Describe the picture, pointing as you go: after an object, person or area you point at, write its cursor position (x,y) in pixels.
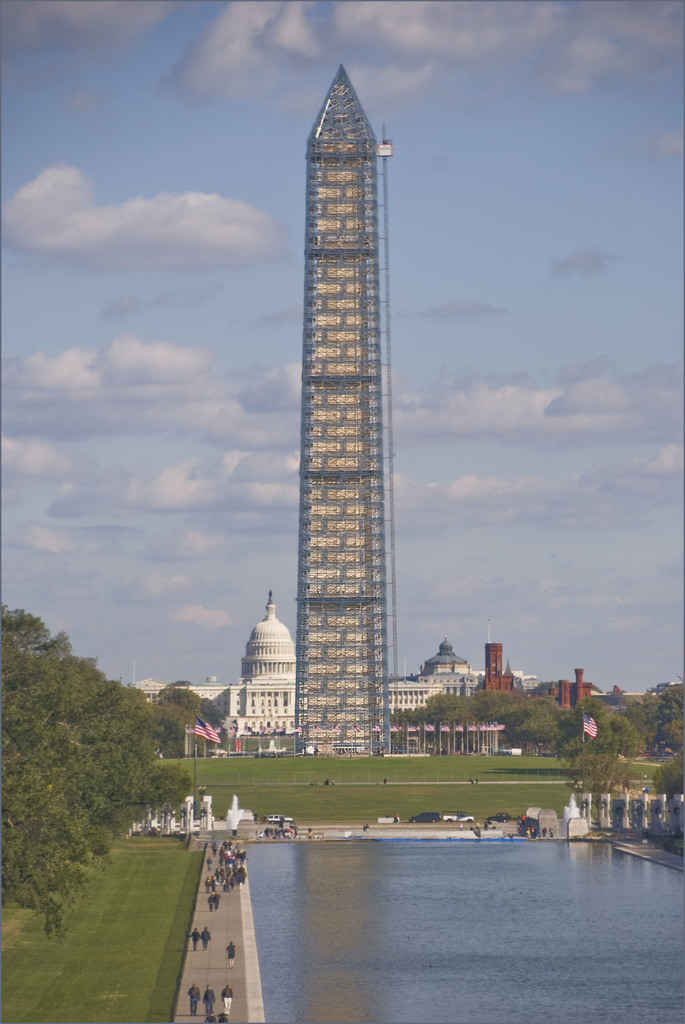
In this image, we can see buildings (404,704), trees (109,750), flags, a tower (366,682) and there are people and we can see vehicles (465,817) on the road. At the top (409,329), there are clouds (601,509) in the sky (601,509) and at the bottom (437,900), there is water (447,893).
